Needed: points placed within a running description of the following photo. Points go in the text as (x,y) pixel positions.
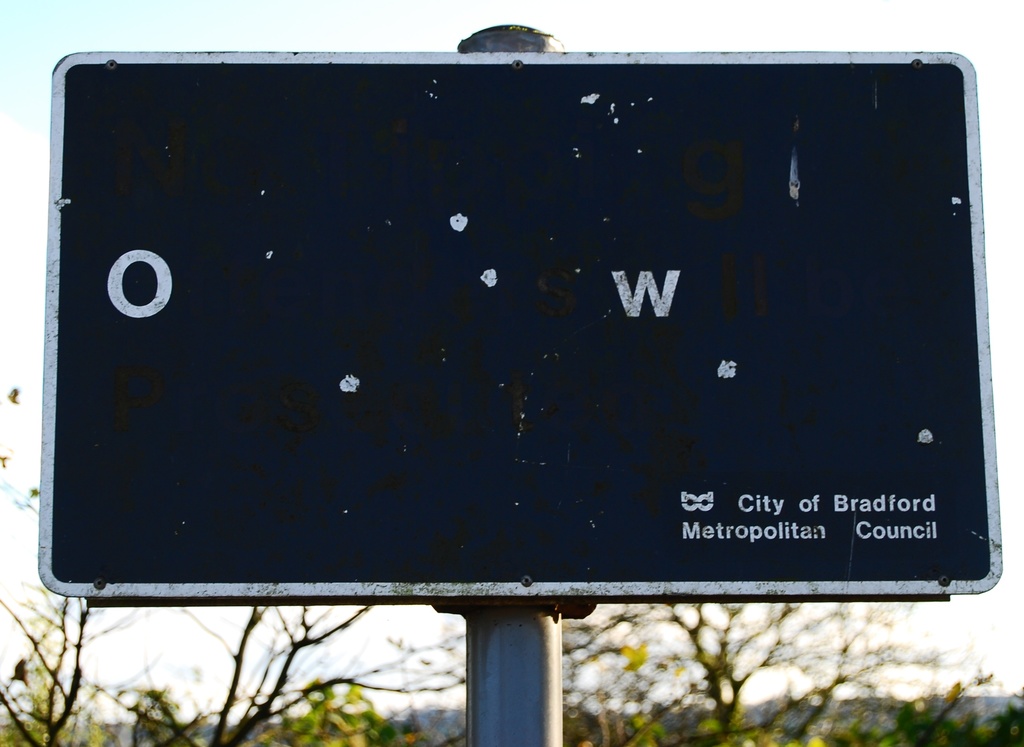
In the foreground of this picture (426,353) we can see a black color board (487,93) on which we can see the text (809,534) and the board (490,572) is attached to the metal rod (550,668). In the background (911,636) we can see the sky (968,627) and the trees (992,723).
